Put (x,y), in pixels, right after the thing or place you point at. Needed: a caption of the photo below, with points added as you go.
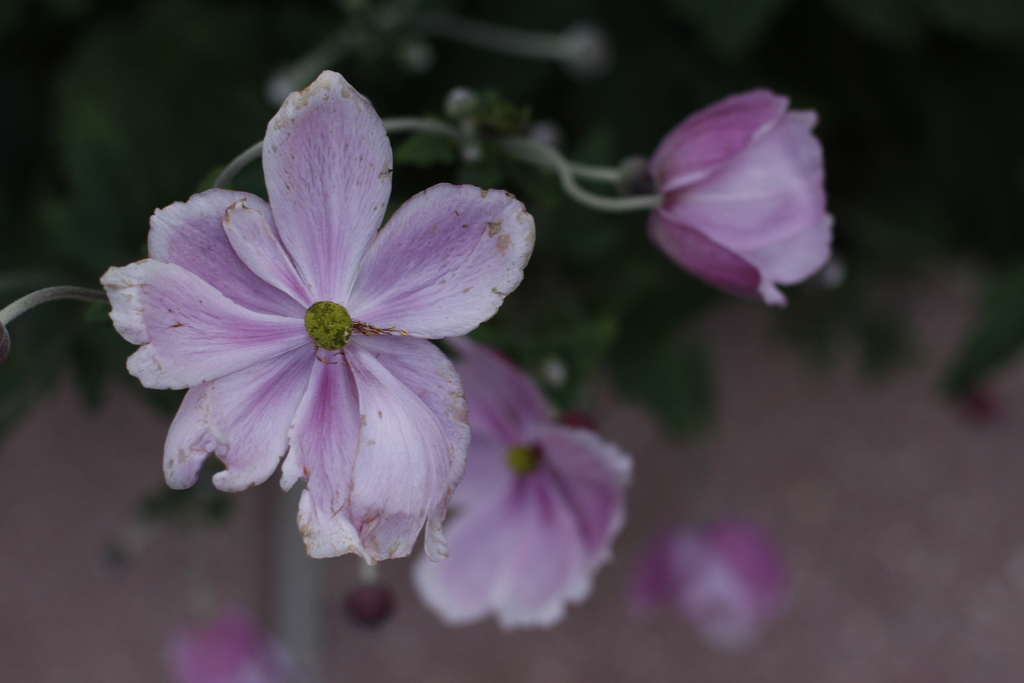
In this picture we can see flowers (161,292) and in the background (662,113) we can see leaves (103,82) and it is blurry.
